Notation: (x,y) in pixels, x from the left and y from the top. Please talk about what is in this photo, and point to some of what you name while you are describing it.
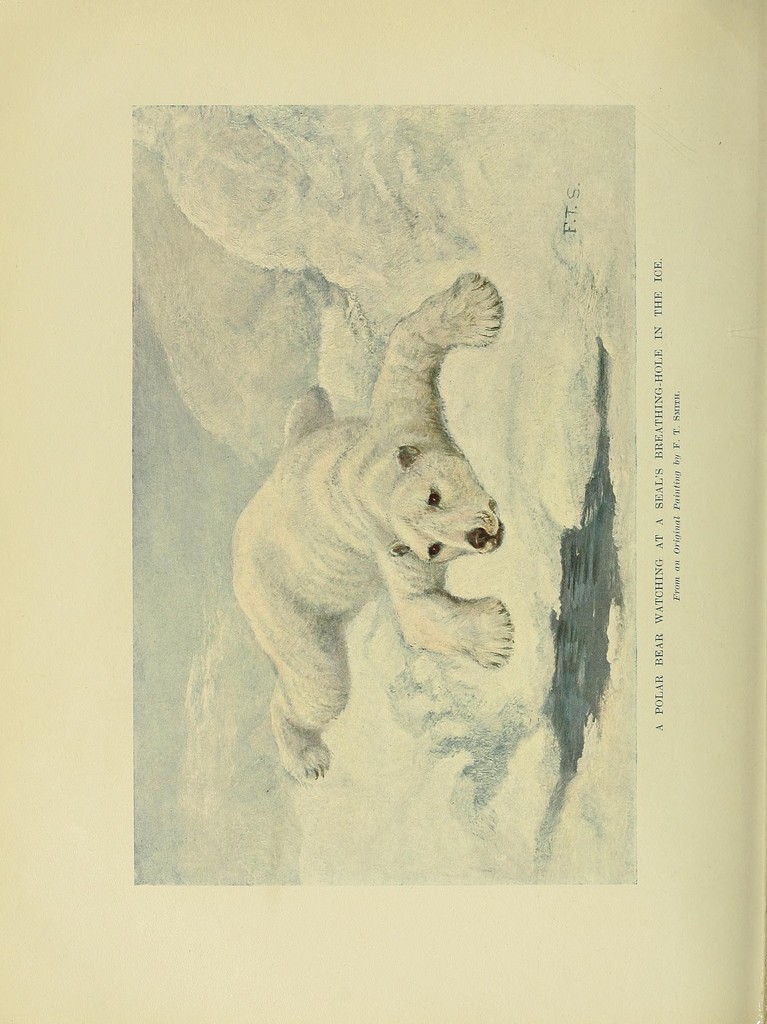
In this image we can see a poster (714,653). On this poster (389,108) we can see picture (492,444) of an animal (424,504) and something is written on it.
